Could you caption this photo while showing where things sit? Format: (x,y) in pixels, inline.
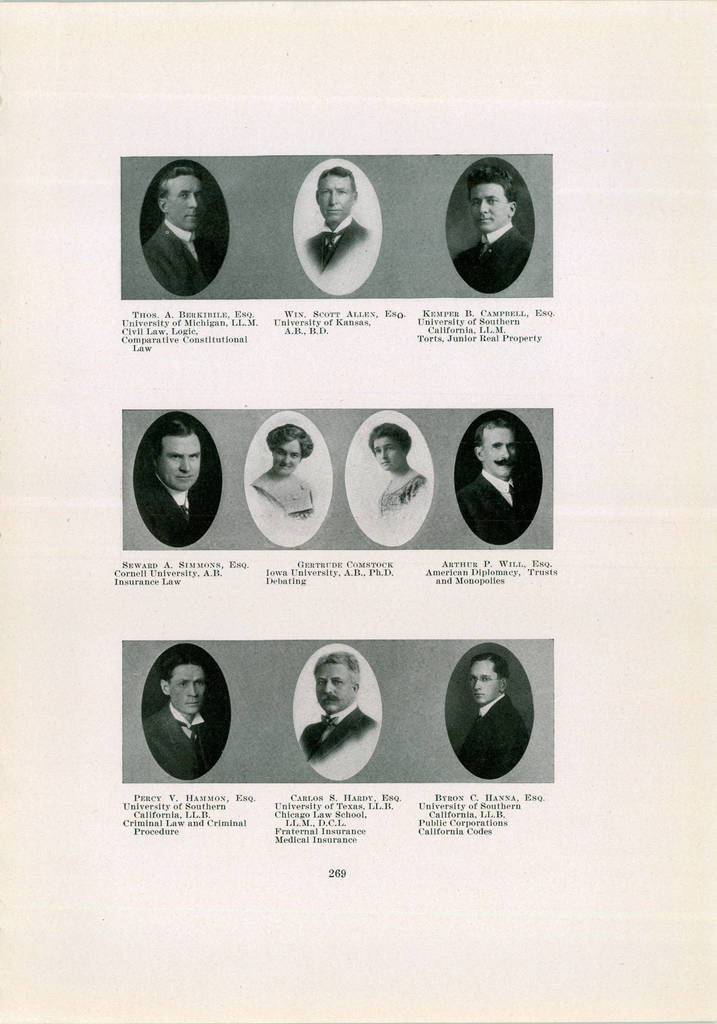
In this picture I can observe passport size photographs (341,257) of some people (198,445) on the paper (93,252). There is some text (218,328) on the paper (224,592). I can observe photographs (176,681) of men (176,681) and women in this picture. The background (615,146) is in white color.
